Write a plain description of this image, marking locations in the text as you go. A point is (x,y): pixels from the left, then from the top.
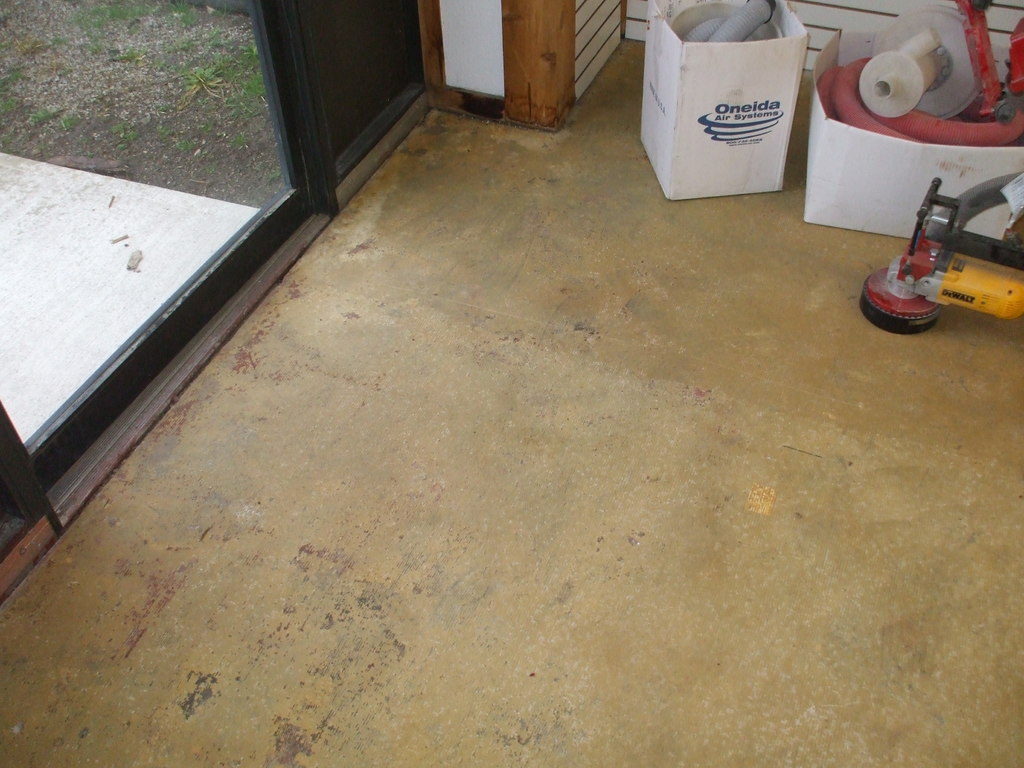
In this image we can see one object (923,299) on the floor (888,359) looks like a machine (929,282), some text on the box (682,102), two objects (860,106) looks like the pipes (915,131) in the white boxes (770,130) near the wall (818,7), one object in the box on the right side of the image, one white object (35,297) on the ground (26,413) near the black door (269,205) and some grass (4,84) on the ground (164,152).
